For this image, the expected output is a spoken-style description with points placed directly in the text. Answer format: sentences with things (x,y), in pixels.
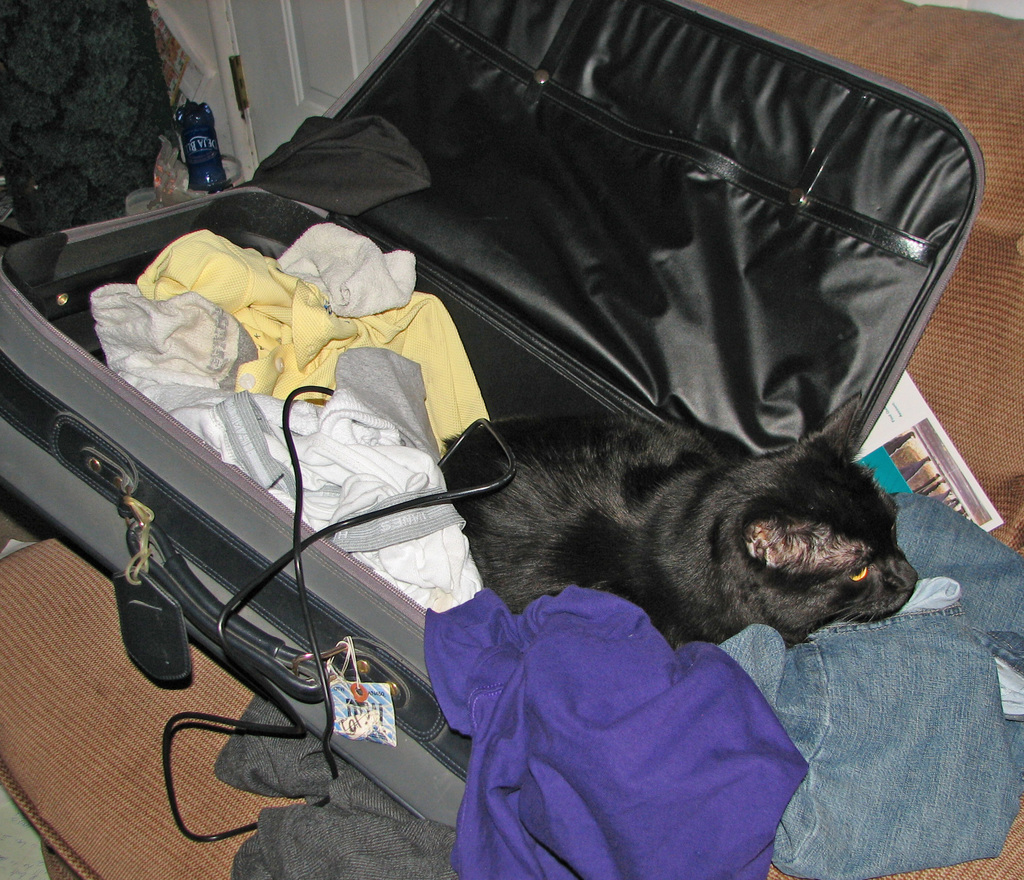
A suitcase (270,679) is kept on this couch (109,811). In this suitcase (383,675) there are clothes (305,437), cat (682,535) and cable (447,501). Backside of this suitcase (865,404) there is a card (929,456).
